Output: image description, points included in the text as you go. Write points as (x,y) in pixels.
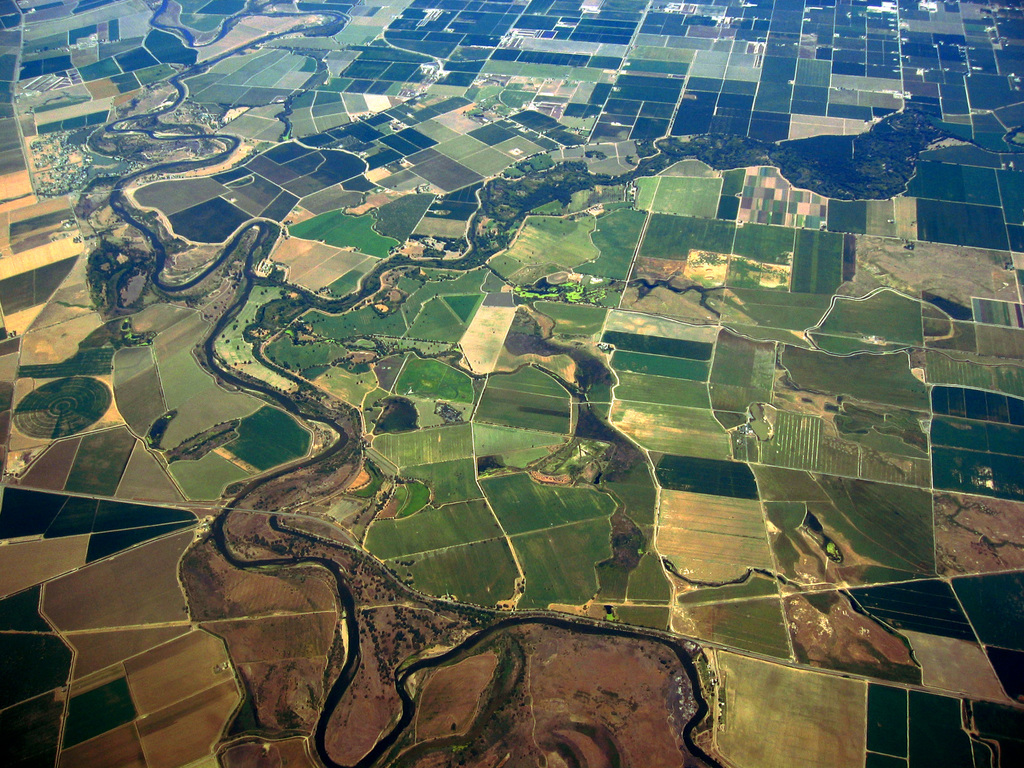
This is an aerial view where we can see water (162,287) and agriculture fields (771,738).
